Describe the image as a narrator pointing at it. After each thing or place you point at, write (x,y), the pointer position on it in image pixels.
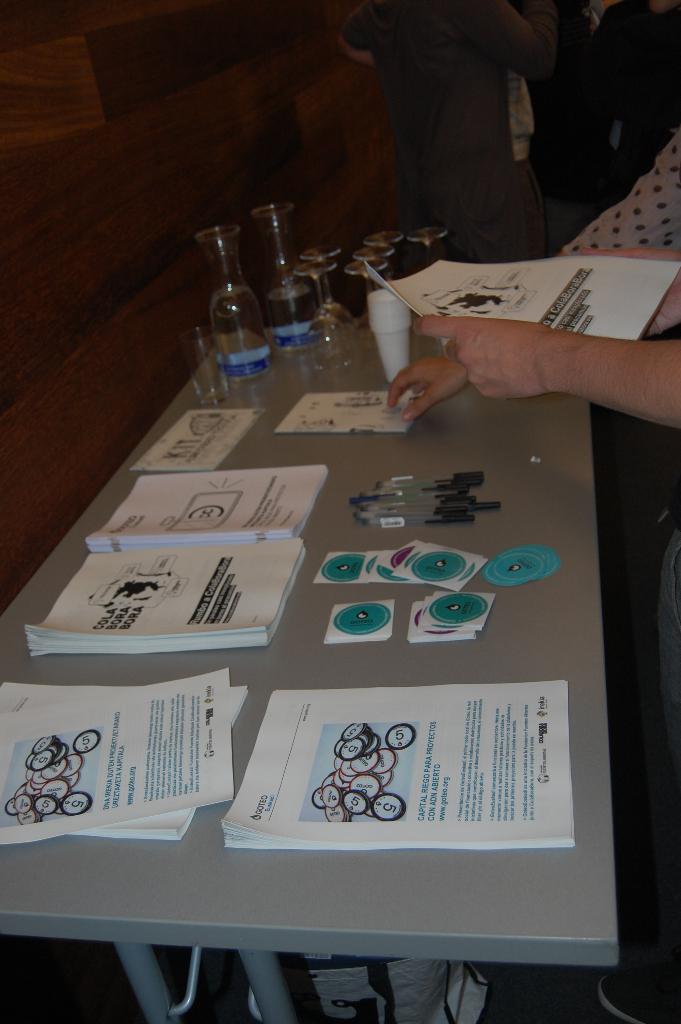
In the picture we can see some books (274,603), pens (450,500), glasses (326,336) and some other objects (409,310) on table (312,559) and there are some persons (501,240) standing around table (62,891).
